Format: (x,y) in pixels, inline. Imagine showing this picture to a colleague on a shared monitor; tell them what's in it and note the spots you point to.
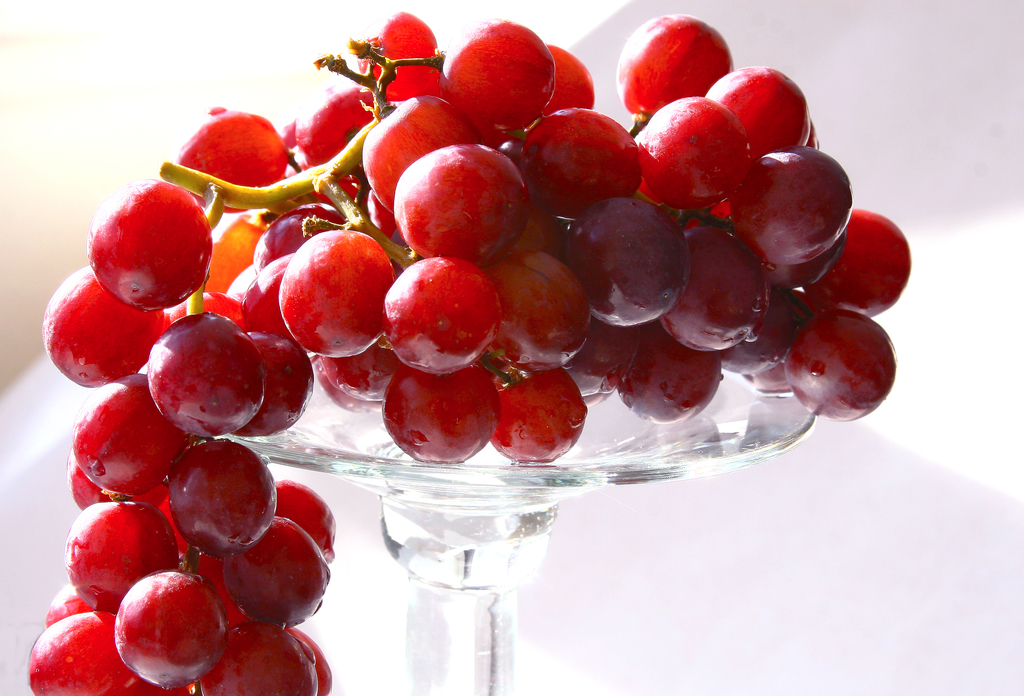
This image consists of grapes (486,354). They are in red color. They are placed on a glass stand (488,594).
